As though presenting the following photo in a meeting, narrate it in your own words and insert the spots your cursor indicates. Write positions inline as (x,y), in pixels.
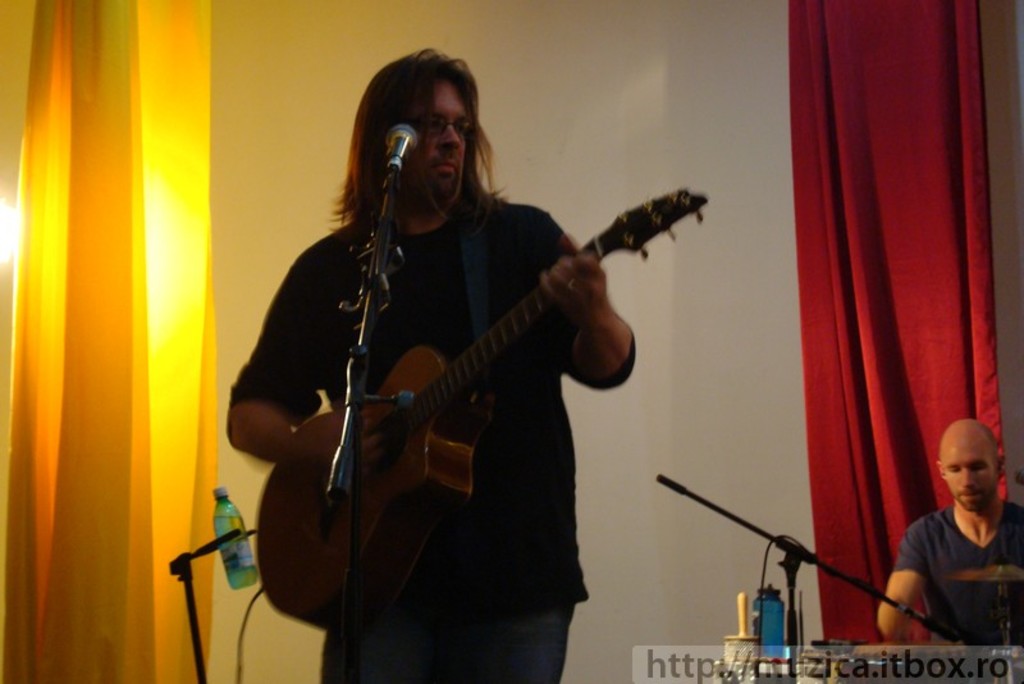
In this image, In the middle (538,406) there is a man (429,285) who is holding a music instrument (387,425) and there is a microphone (354,305) in black color, In the right side (939,567) there is a man (958,549) sitting and there is a microphone (791,587), In the background (813,340) there is a wall (667,121) of white color and a curtain (895,243) of red color and in the left (34,247) there is a curtain (114,282) of yellow color.
